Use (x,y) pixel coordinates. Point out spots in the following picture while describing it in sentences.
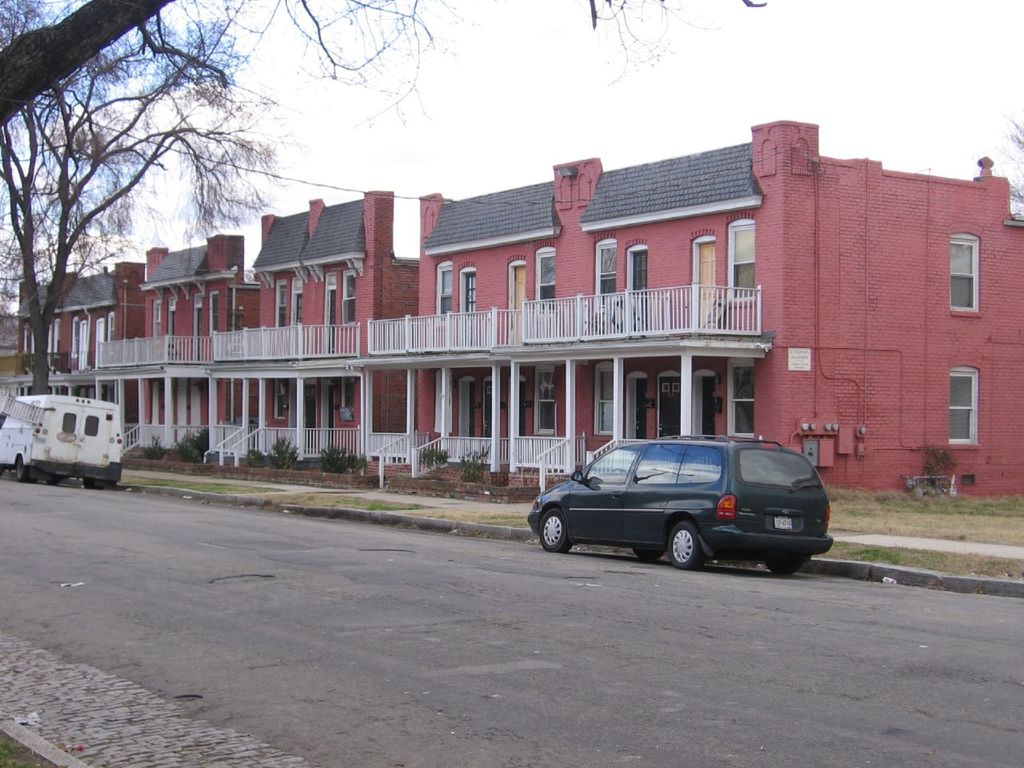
In this image I can see some vehicles (92,475) on the road (458,649). I can see the trees (19,83). On the right side (795,321), I can see the buildings (464,324). At the top (589,96) I can see the sky (534,102).
